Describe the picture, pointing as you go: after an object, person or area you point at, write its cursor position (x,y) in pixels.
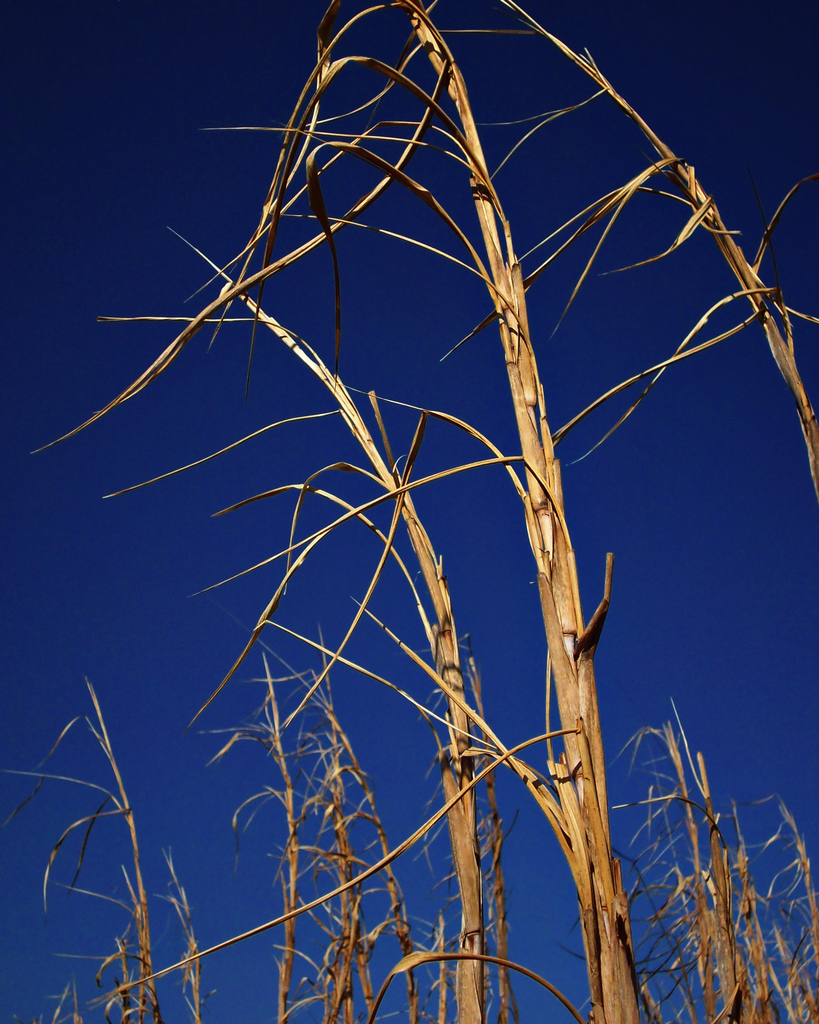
In this picture we can see plants (320,472) and in the background (372,413) we can see the sky (276,458).
